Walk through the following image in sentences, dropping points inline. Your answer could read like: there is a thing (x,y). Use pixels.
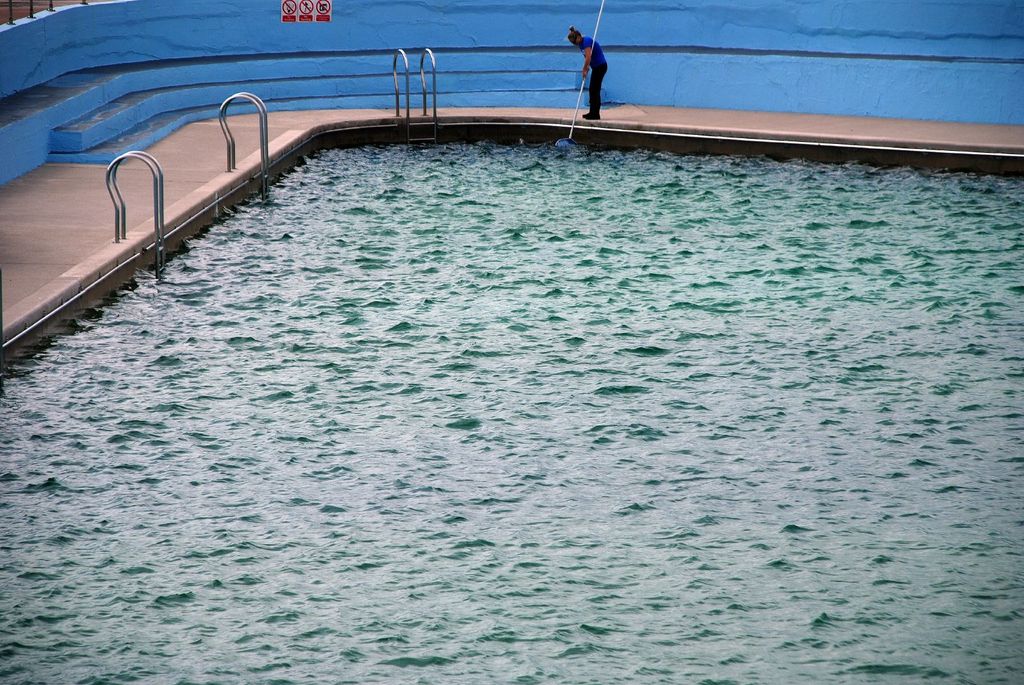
In this image we can see a swimming pool (378,384), also we can see a person (594,95) standing and holding an object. In the background (361,71), we can see the wall (368,82), on the wall (270,22) we can see a signboard (308,18).
